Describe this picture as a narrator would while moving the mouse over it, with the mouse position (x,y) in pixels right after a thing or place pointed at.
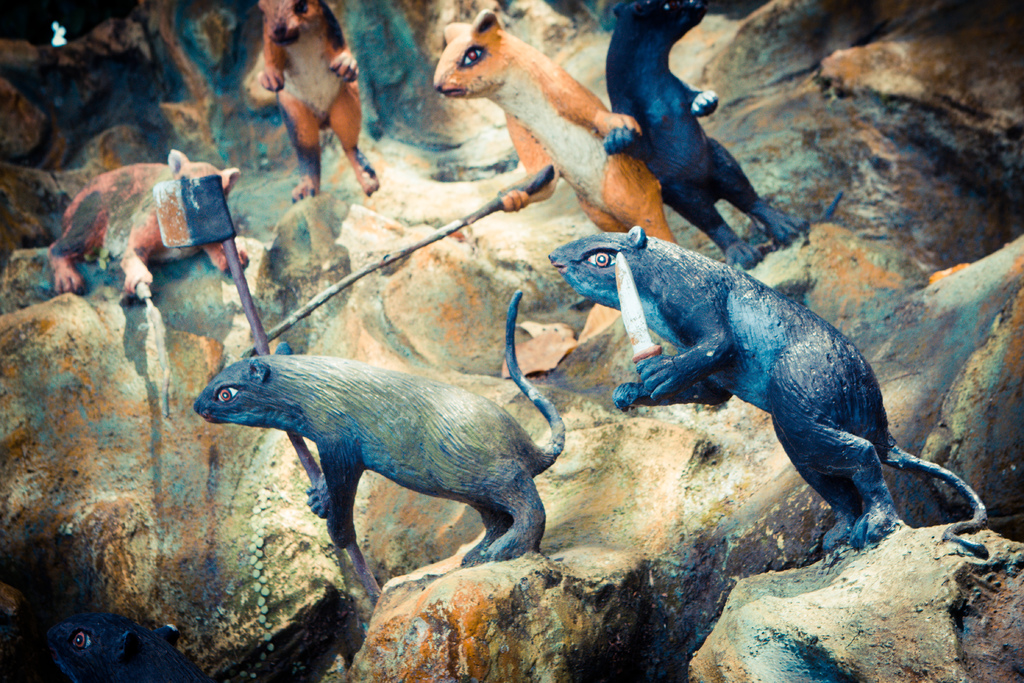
In this image we can see the sculptures (263,411) of rats (291,378) holding weapons (235,233) in their hands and standing on the rock (391,573).
